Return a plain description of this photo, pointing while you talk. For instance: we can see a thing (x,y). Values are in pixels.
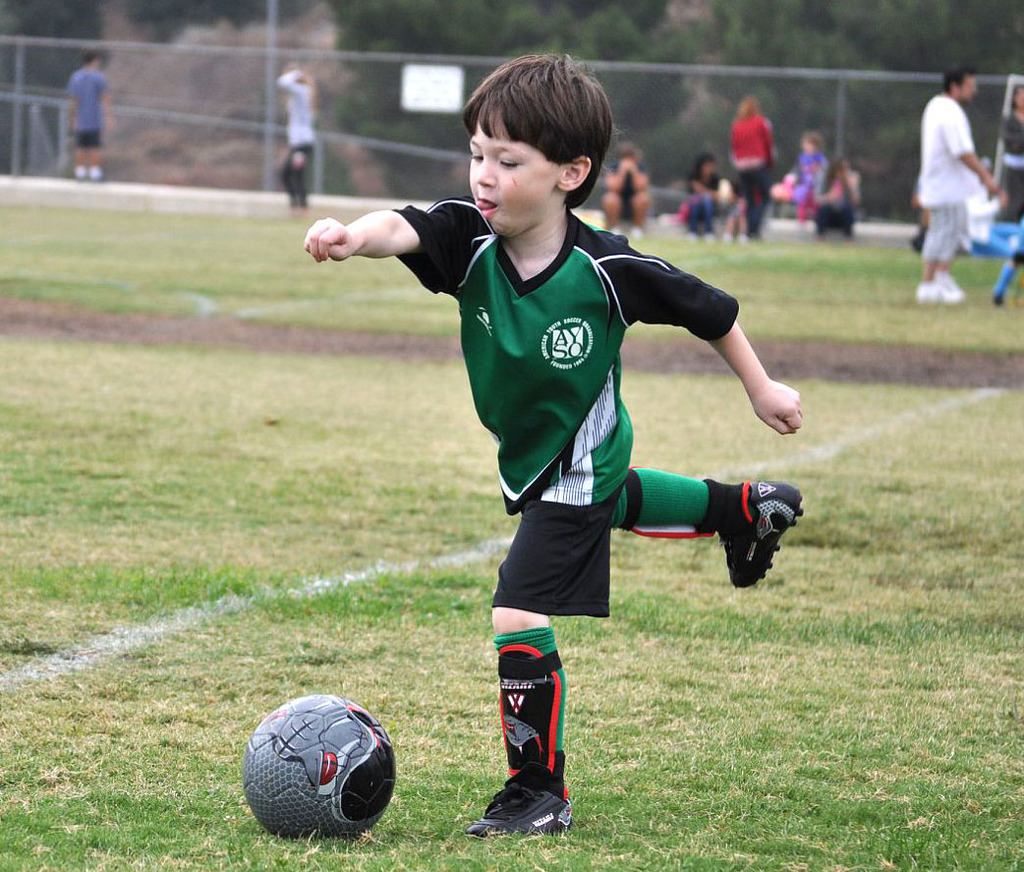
This is a picture consist of a number of persons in the ground (93,447), on the middle (516,343) I can see a boy (537,350), wearing a green color shirt (510,366) going to kick a ball (310,732), the ball (272,813) is kept on the ground (79,852), and I can see there are the number of persons (935,166) visible and there is a fence (704,66) and back side of the fence (691,120) number of trees (827,47) visible.
